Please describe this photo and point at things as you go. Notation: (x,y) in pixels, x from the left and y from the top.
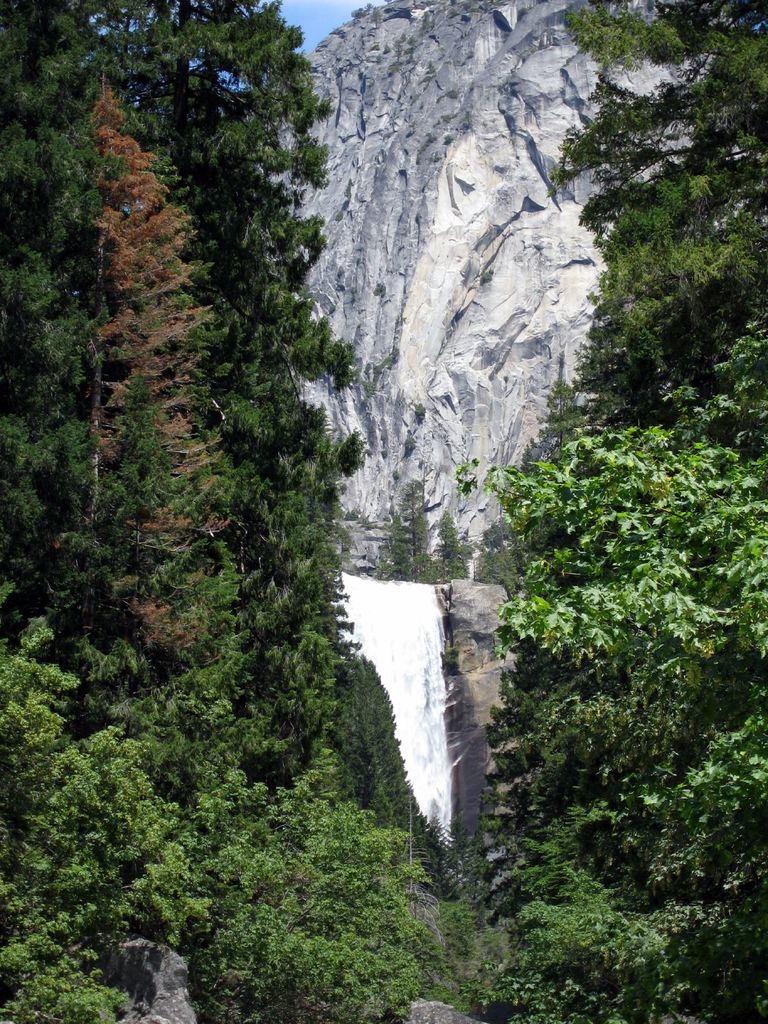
In the image we can see some trees (315,98) and hills (356,79). Behind the hill (555,39) there is sky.
